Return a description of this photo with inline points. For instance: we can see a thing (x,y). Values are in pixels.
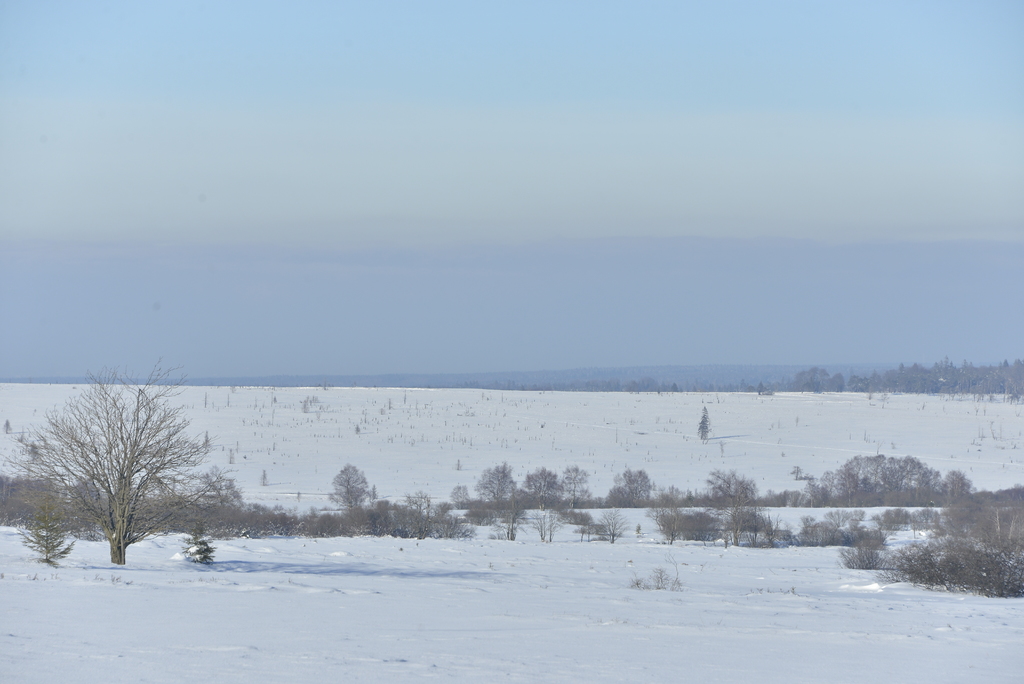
In this image, there is an outside view. In the foreground (752,535), there are some trees (212,489). In the background (639,175), there is a sky (687,202).
